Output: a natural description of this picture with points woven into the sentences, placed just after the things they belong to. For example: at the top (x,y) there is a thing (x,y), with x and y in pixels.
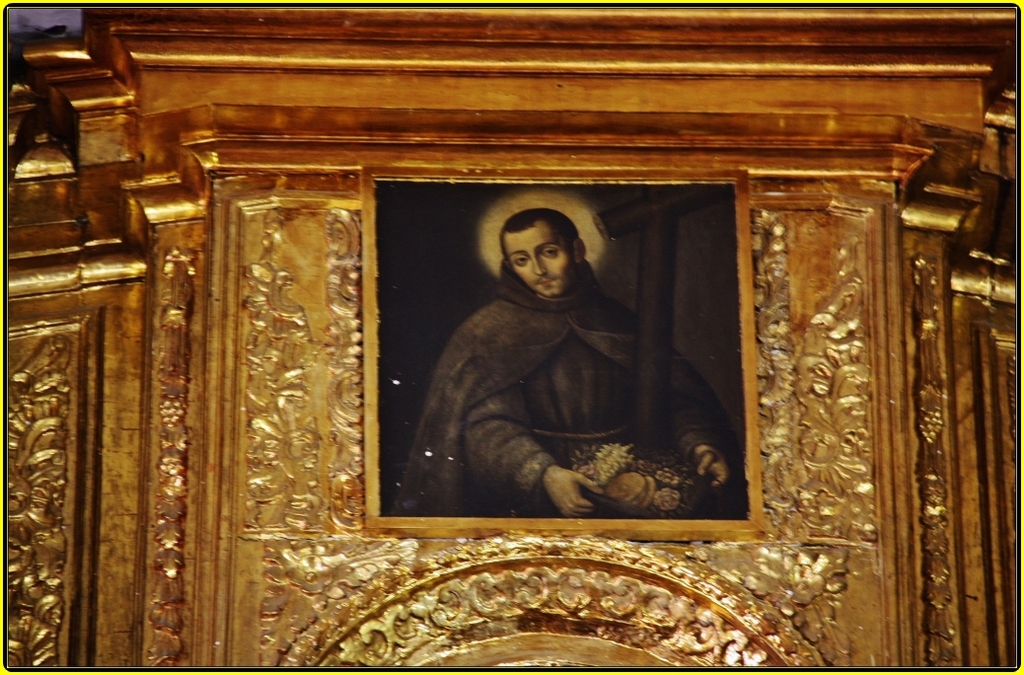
In this picture we can see a frame (401,441) on a golden object (416,532). In this frame (479,305), we can see a person (478,394) holding objects (657,478) in his hands (575,481).
